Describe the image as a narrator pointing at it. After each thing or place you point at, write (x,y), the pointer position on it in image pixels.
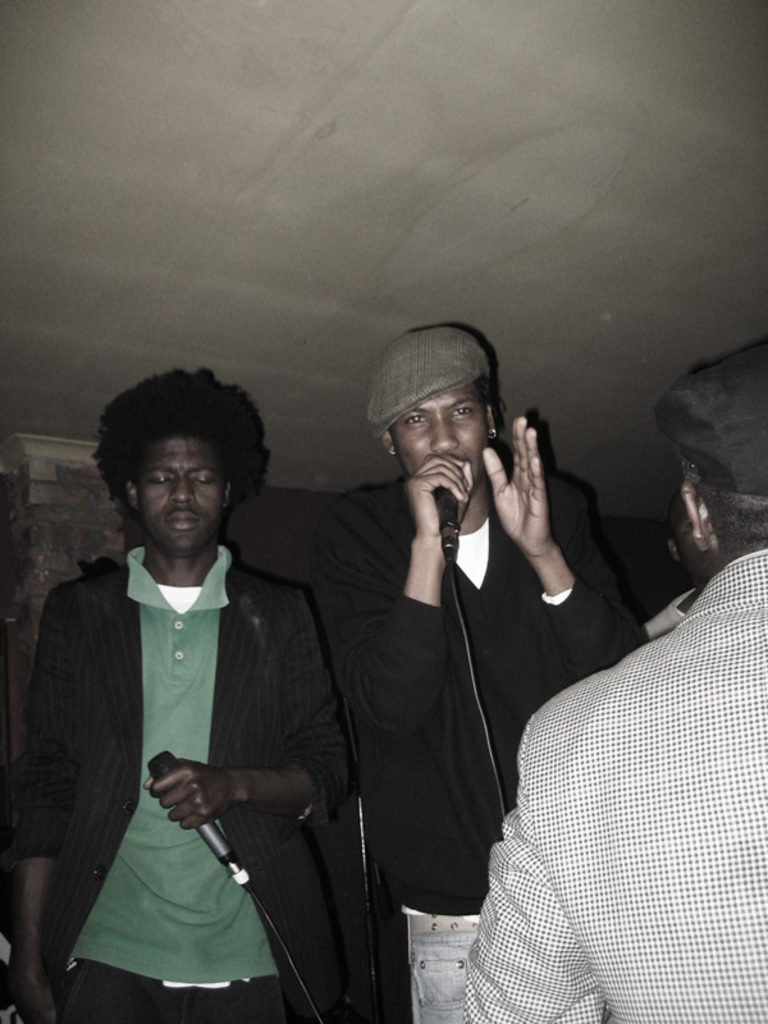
In this picture I can see there are three people (433,547) and one of them is singing and the other person (136,726) is holding the microphone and in the backdrop (121,537) there is a wall (121,537).
